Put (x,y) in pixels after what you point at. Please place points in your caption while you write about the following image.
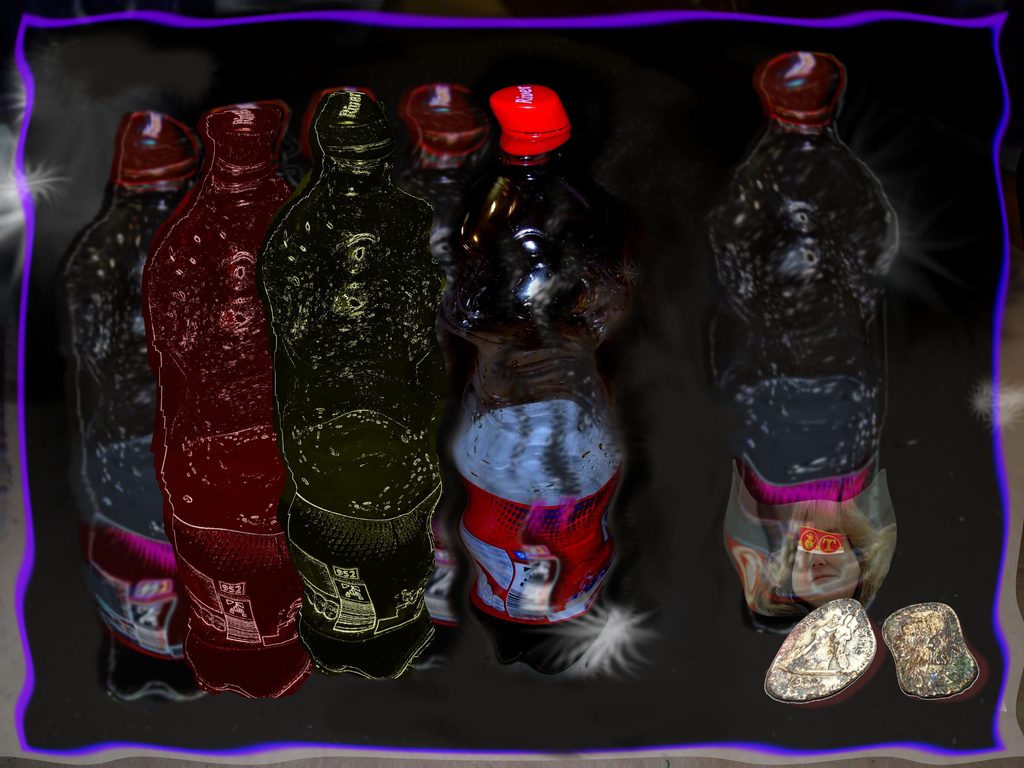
In this image I see the depiction of bottles (447,311) and I see stickers (546,552) on it and I see 2 things (822,633) over here.
